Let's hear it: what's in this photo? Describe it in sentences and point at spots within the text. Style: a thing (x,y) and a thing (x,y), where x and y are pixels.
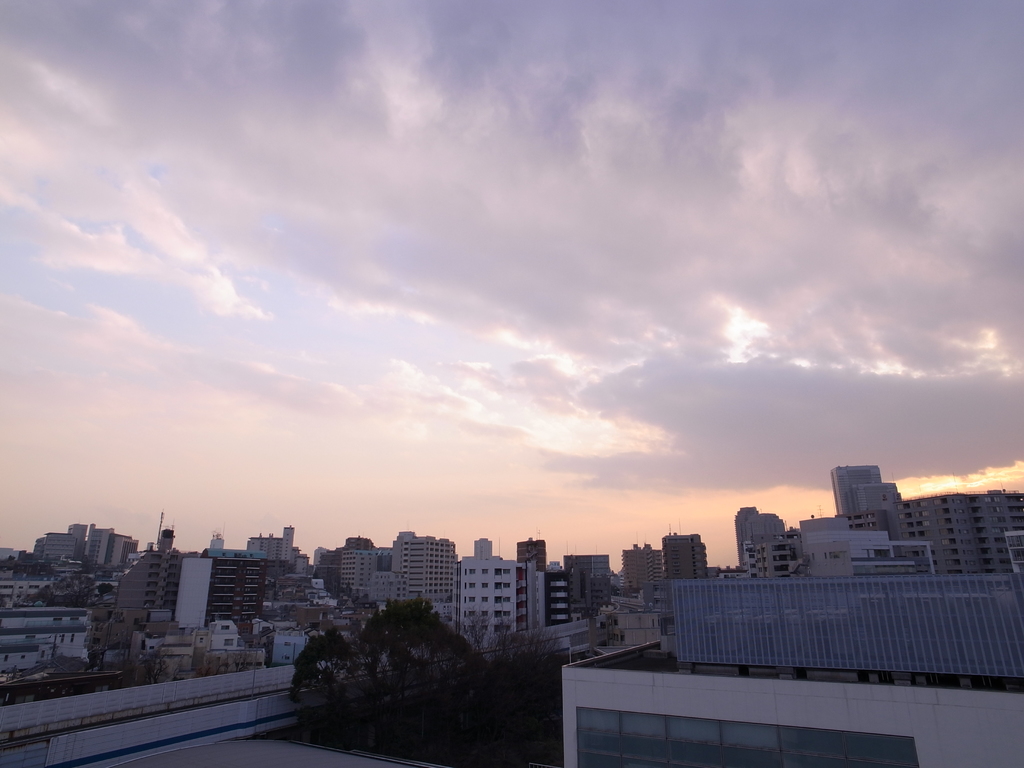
In this picture I can see some buildings (290,627), trees (395,642) and cloudy sky (117,341).
